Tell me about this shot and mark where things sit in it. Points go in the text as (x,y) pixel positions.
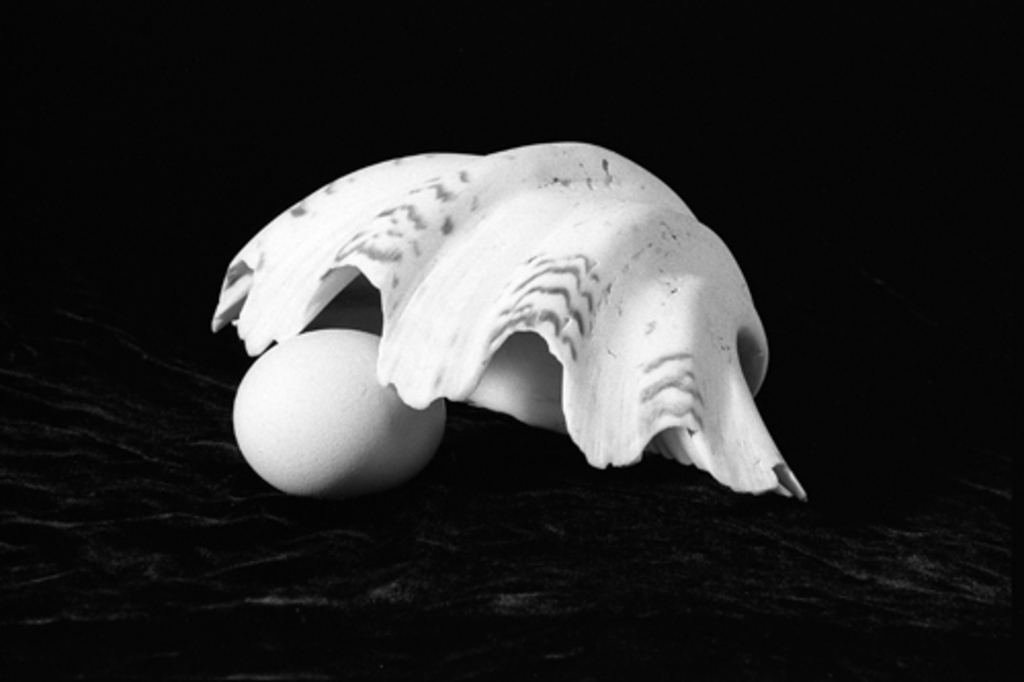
In this picture there is an egg (266,425) and there is a white color object (494,220) placed above it.
